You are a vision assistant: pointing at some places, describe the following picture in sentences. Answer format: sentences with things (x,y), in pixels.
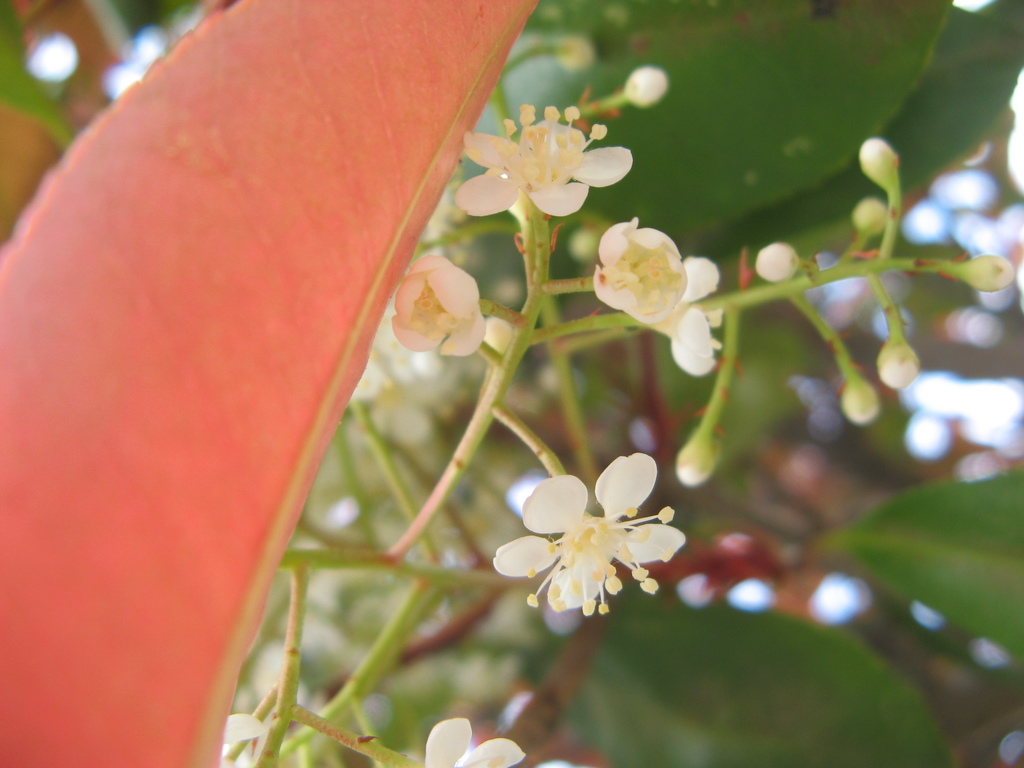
In this picture, we can see some flowers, plants (502,338), we can see an object (321,430) on the left side of picture (144,416), we can see the blurred background (592,641).
